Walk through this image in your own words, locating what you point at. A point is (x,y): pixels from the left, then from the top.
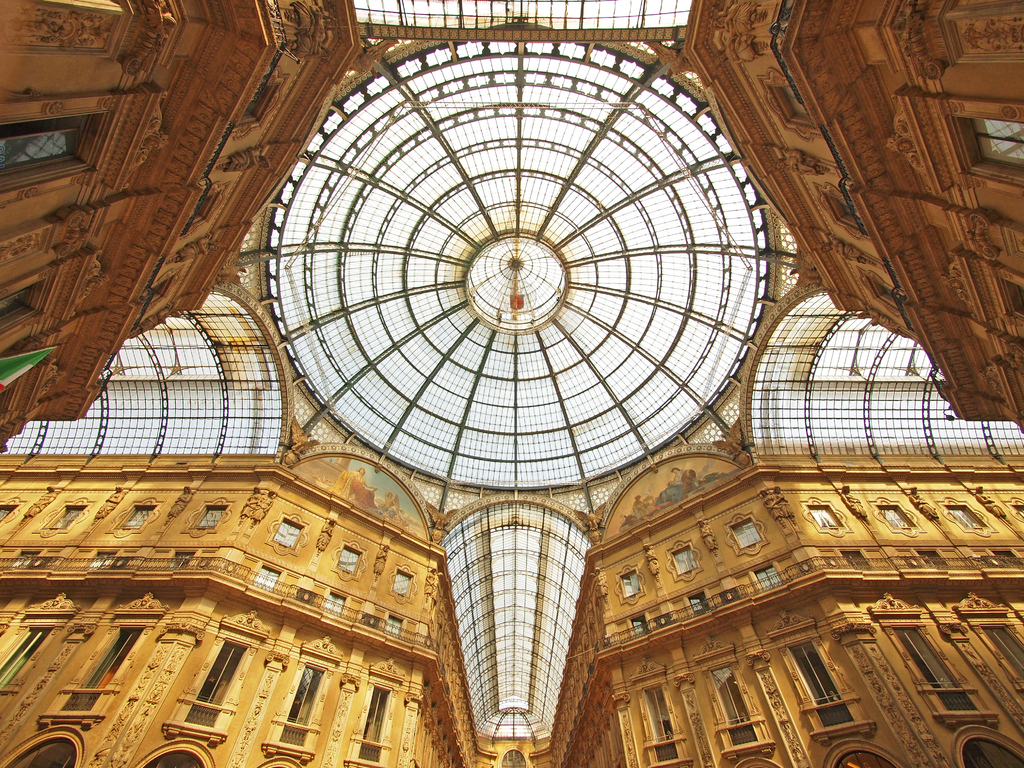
In this image we can see the roof (499,237). In the background of the image (901,537) there are walls (747,81) of the building (288,629).
